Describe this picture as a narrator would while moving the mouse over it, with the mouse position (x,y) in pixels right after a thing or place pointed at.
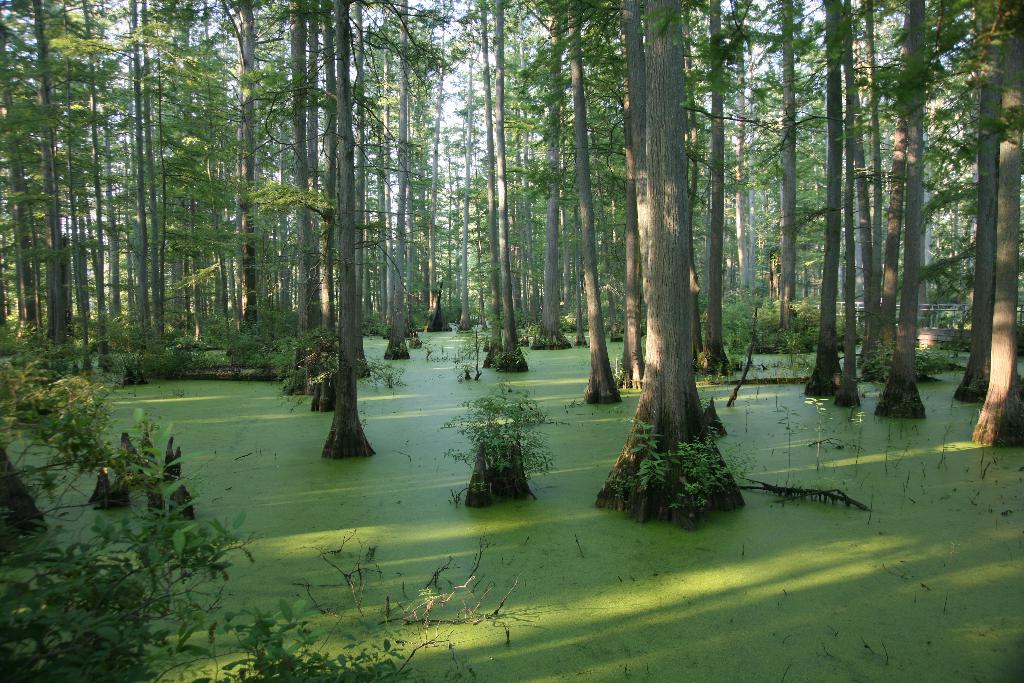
In this image I can see the water (695,607) which are green in color and few trees (651,380) which are green and grey in color on the surface of the water (688,620). In the background (481,122) I can see the sky (452,81).
